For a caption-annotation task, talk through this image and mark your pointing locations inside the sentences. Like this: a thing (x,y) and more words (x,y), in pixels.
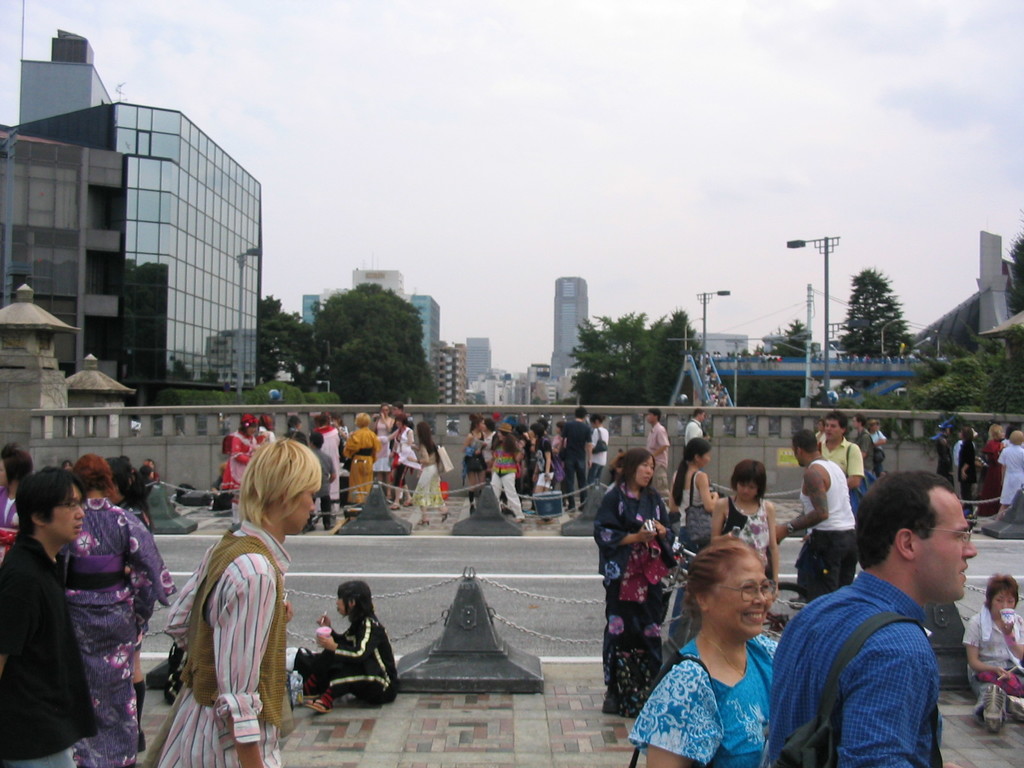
This is the picture of a city (753,411). In this image there are group of people (627,539) walking. On the right side of the image (998,653) there is a woman (997,605) sitting. In the middle of the image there is a person (318,690) sitting. In the middle of the image (487,505) there is a road (459,563) and there are railings (461,673) on both sides of the road (322,553). At the back (349,387) there are buildings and trees (577,389) and poles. At the top (766,63) there is sky (744,66) and there are clouds (649,56). At the bottom (491,745) there is a road (493,749).
